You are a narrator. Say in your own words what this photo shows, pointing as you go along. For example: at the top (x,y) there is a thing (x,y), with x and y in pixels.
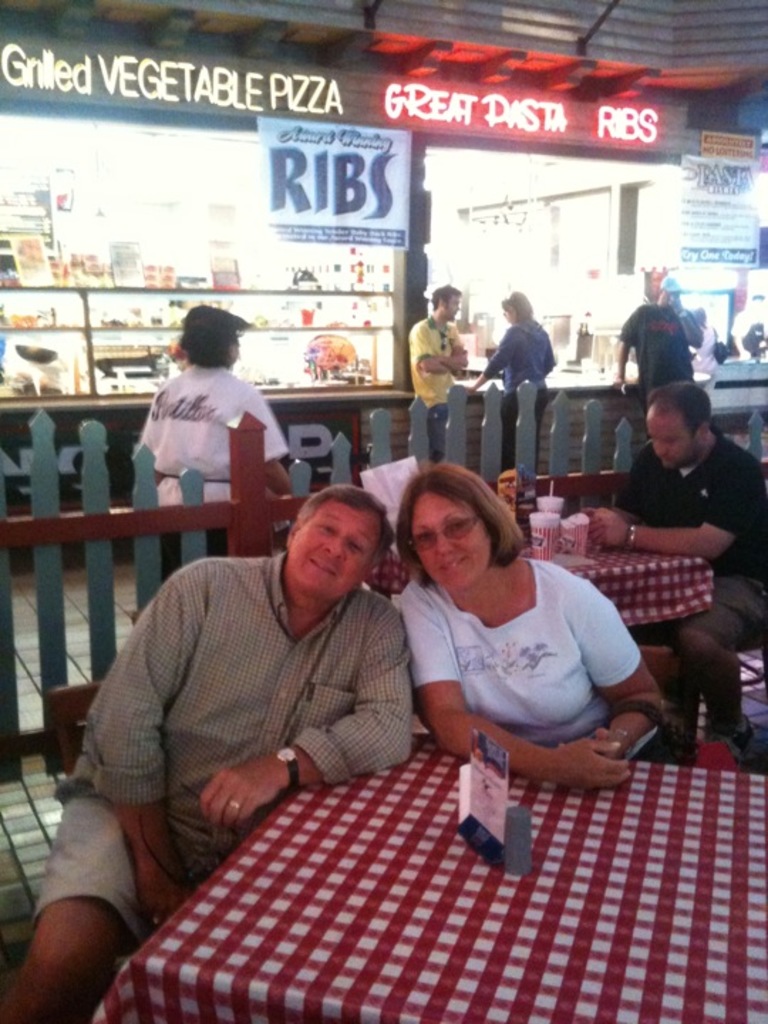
In this picture we can see some persons (724,611) sitting on the chairs (742,645) besides the table (571,930). And there is a cloth (718,893) on the table (718,893). And in the background (350,325) there is a stall (385,277), and some people (690,337) are standing here. And this is the fence (88,551).
